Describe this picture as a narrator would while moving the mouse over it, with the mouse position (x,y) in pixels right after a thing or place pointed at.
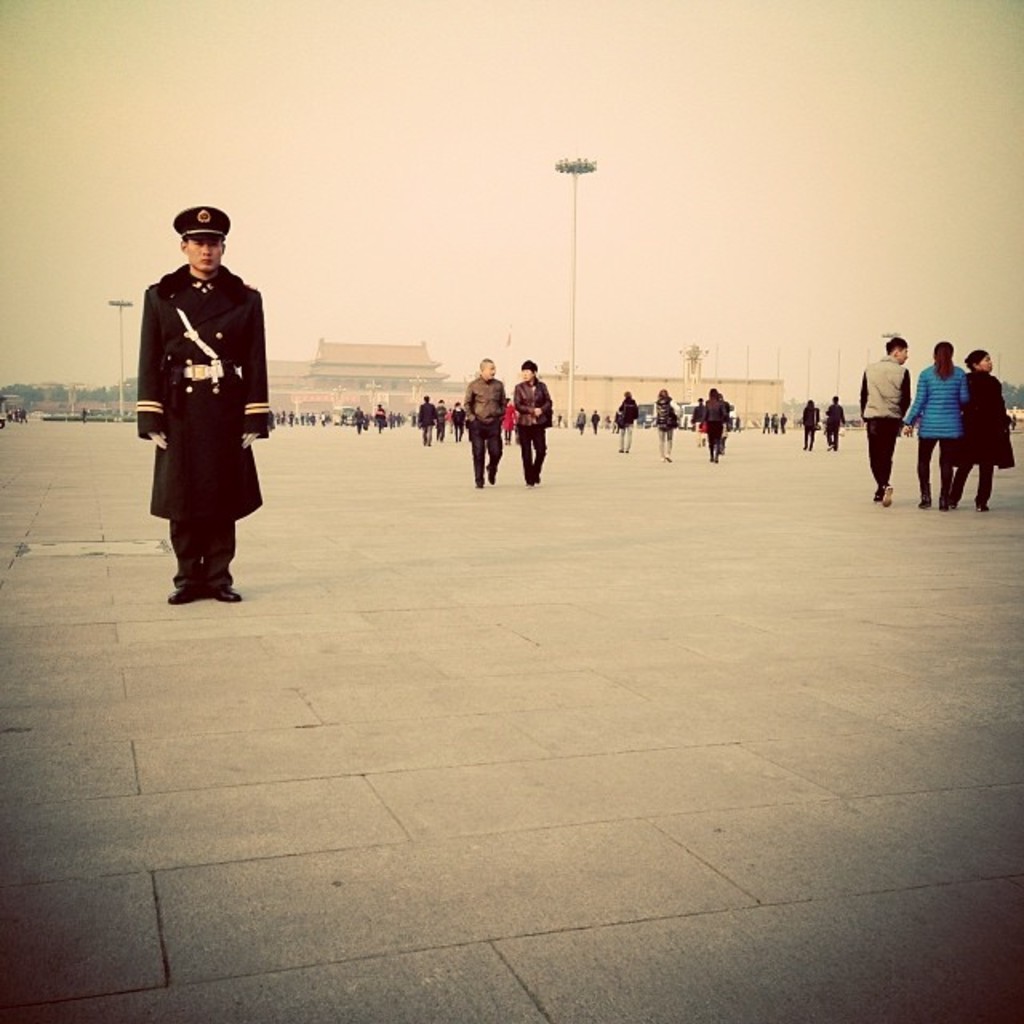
On the left side (164,477) a man (164,477) is there, he wore black color dress (258,399), cap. On the right side (702,454) few people (707,429) are walking on this floor (584,558). At the top (370,111) it's a sky (414,99).
